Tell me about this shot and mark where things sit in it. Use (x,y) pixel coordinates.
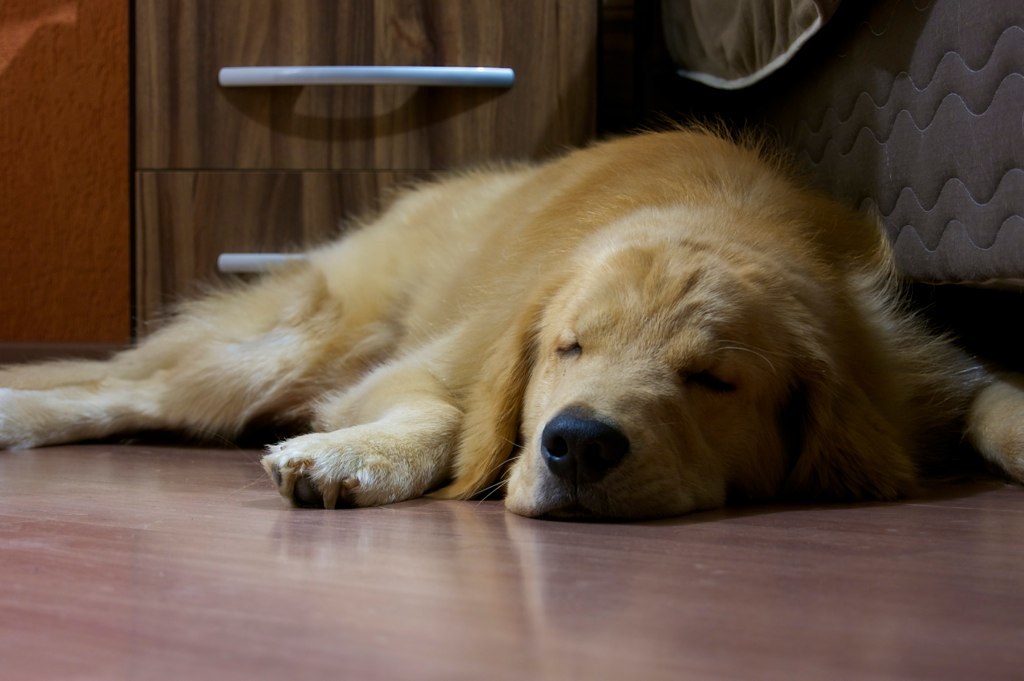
In the picture we can see a dog (792,308) sleeping on the wooden floor (107,461) and the dog (224,380) is cream in color with full of fur (636,169) to it and in the background (115,143) we can see some drawers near the wall (101,240).
